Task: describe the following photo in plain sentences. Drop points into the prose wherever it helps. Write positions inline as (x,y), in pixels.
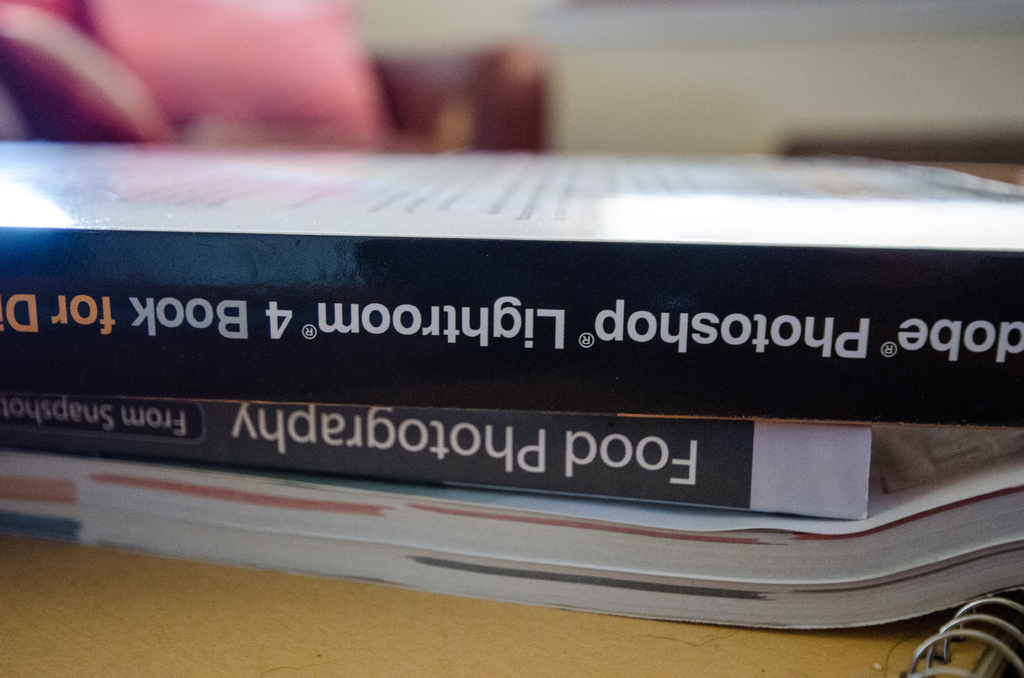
In this image I can see few books (611,330) in the front (715,394) and on these books (467,351) I can see something is written.
